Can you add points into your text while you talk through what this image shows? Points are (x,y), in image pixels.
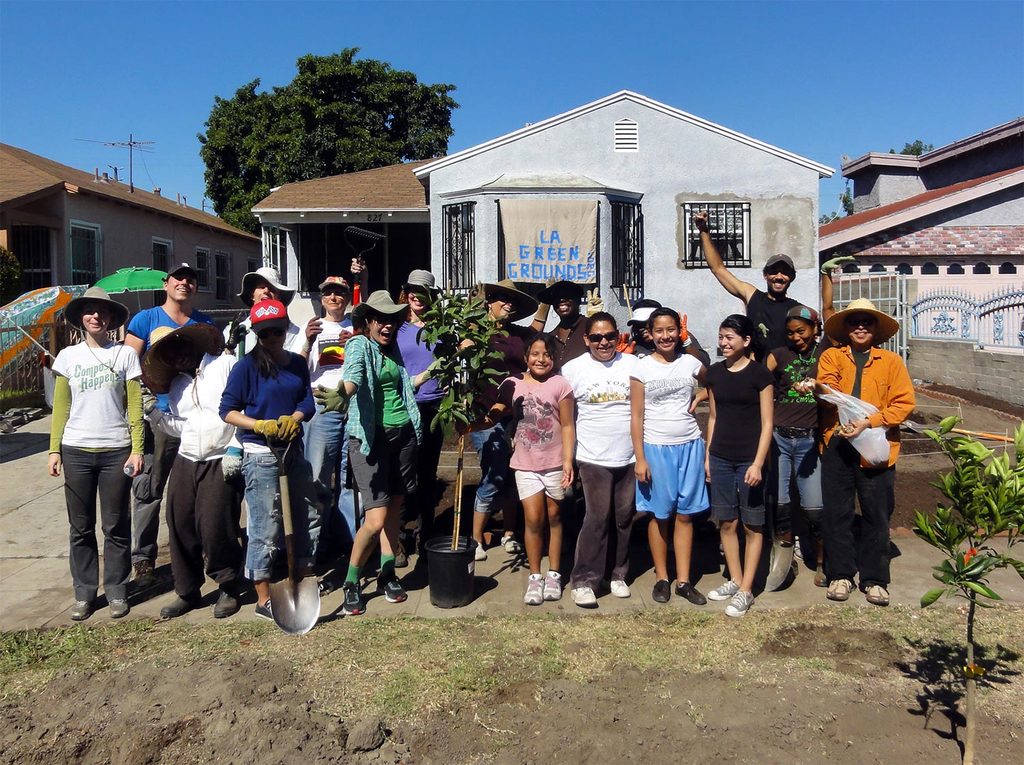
In the center of the image (487,330) we can see a plant (436,415) in a pot (448,584). We can also see a group of people (326,522) around it. In the front (381,299) a woman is holding a shovel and a person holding a plant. On the right side (873,448) we can see a person (847,455) holding a cover (872,444). We can also see some grass (318,647) and a plant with flowers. On the backside (475,247) we can see some houses (526,198) with roof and windows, a banner (539,261) with some text (532,247) on it, a metal grill (462,247), some trees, a pole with wires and the sky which looks clear.
